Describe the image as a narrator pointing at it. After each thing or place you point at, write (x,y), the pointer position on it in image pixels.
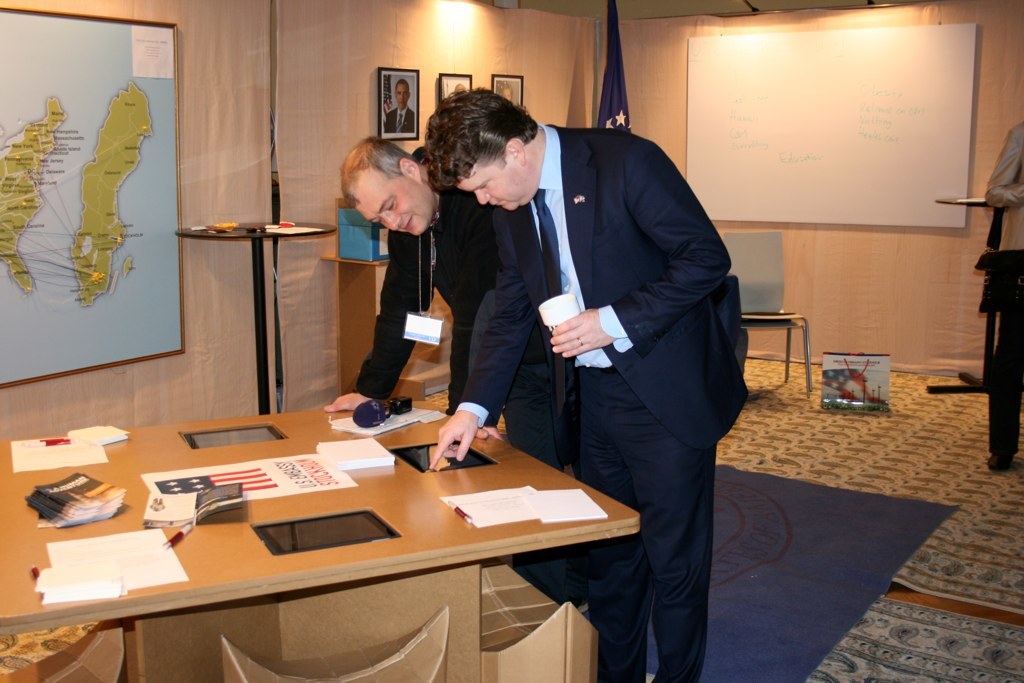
There is a table (461,570) which is of yellow color and on that table (247,570) there are some books (486,506) and tablets (329,540) and some peoples (550,269) standing and looking in that tab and in the background (758,341) there is a wall (921,263) on which a white color board (787,134) is placed beside that wall (938,229) there is a other wall (426,108) on which there are some pictures (408,83) placed and a map (99,166) placed on that wall (422,89).
